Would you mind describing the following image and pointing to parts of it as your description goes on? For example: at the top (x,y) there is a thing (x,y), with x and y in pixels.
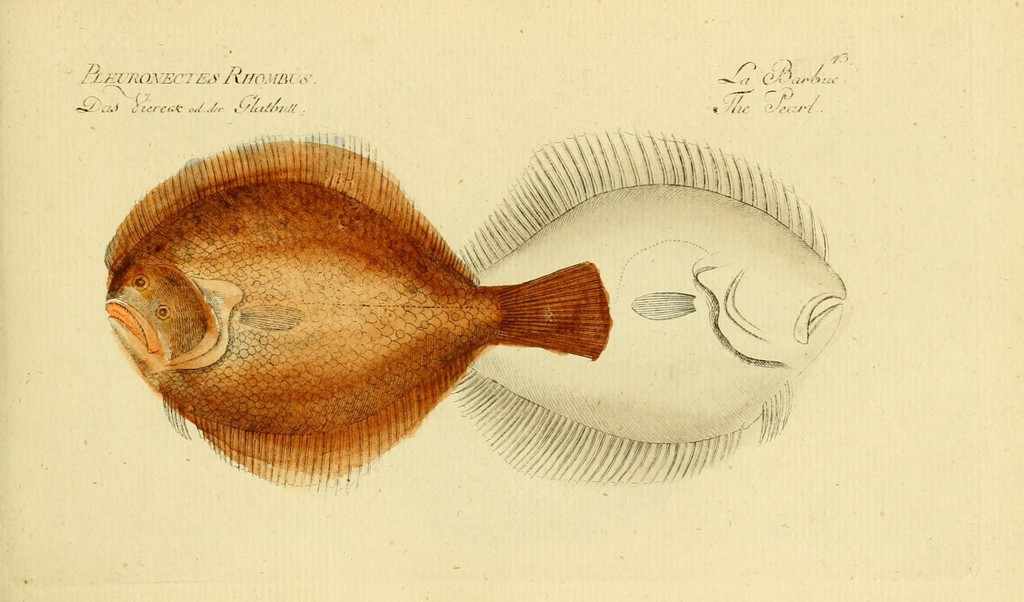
In this picture we can see the poster (537,193). In that we can see a design (338,345) of a fish (328,345). In the top right (769,73) we can see the quotation (753,114).
